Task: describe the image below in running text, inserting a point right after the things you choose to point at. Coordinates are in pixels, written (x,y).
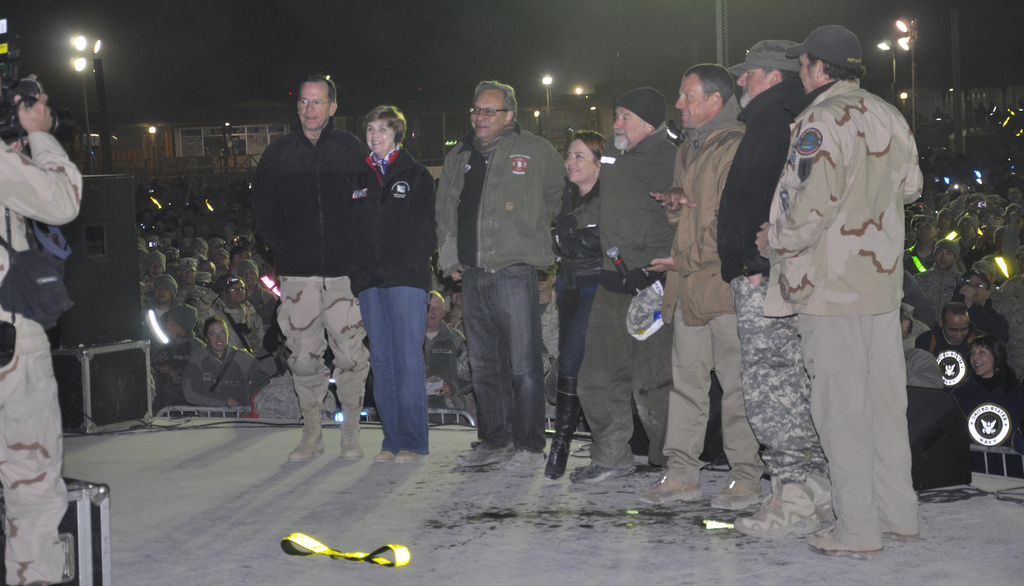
There are some people (484,214) standing. Some are wearing caps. And a person (22,117) on the left (35,361) is wearing a bag (32,239) and holding a camera (18,135). In the back (187,263) there are many people (904,290). Also there are light poles (885,49). On the stage (162,459) there are speakers (127,329). Also there is a yellow color thing (377,552) on the stage (348,546).
